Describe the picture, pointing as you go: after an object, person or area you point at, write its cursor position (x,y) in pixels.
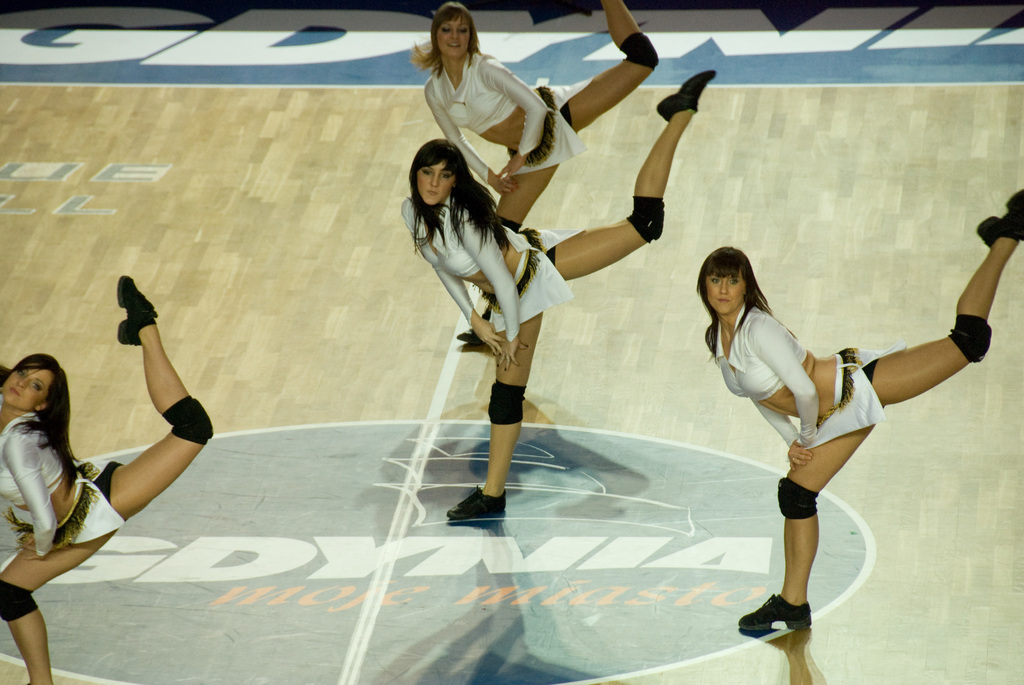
In this picture there are girls (593,97) in the image, they are performing acrobatics.
